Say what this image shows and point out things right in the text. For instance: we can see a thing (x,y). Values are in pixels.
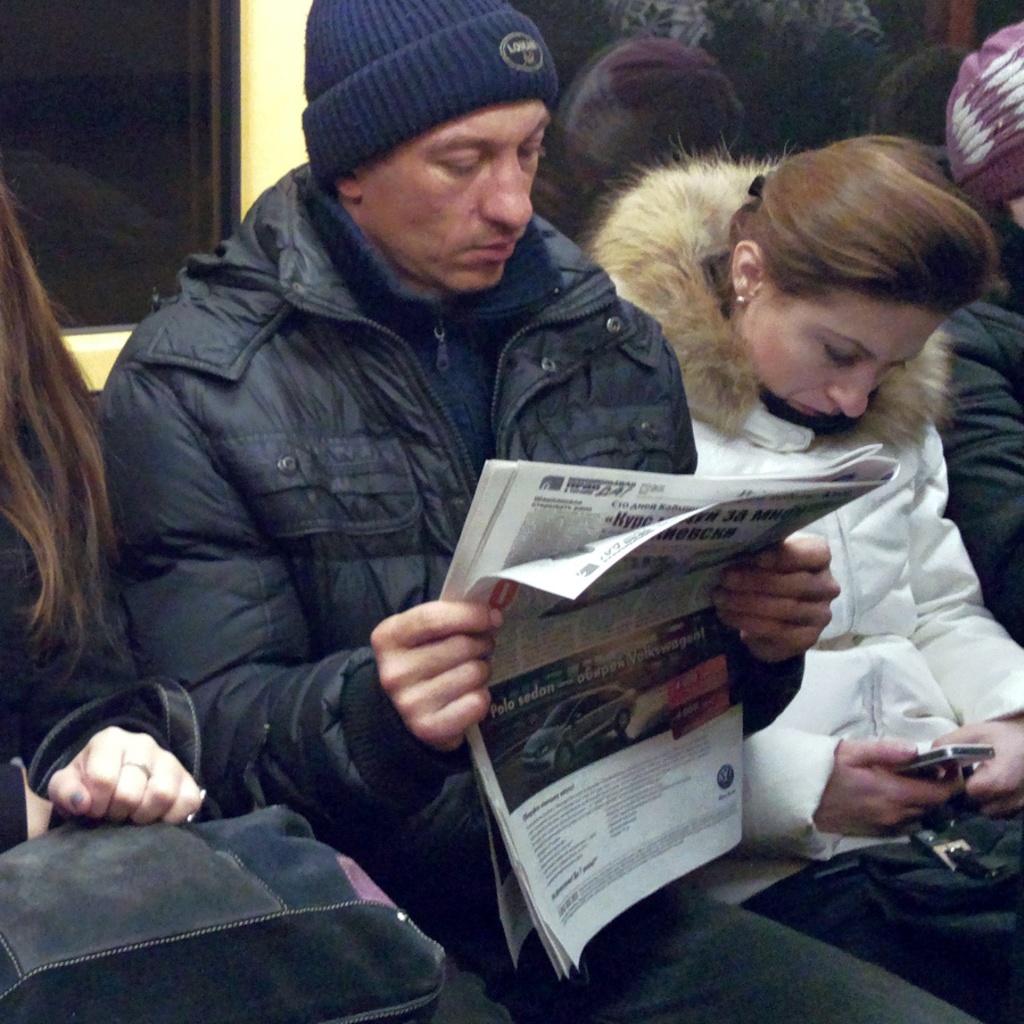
This picture shows few people (555,322) seated and we see they wore jackets (638,394) and we see a woman (892,765) holding a mobile (913,768) in her hand (854,809) and a man (345,361) holding a newspaper (558,570) and reading it and we see a hand bag (330,899) and a cap (415,101) on his head (480,9).
